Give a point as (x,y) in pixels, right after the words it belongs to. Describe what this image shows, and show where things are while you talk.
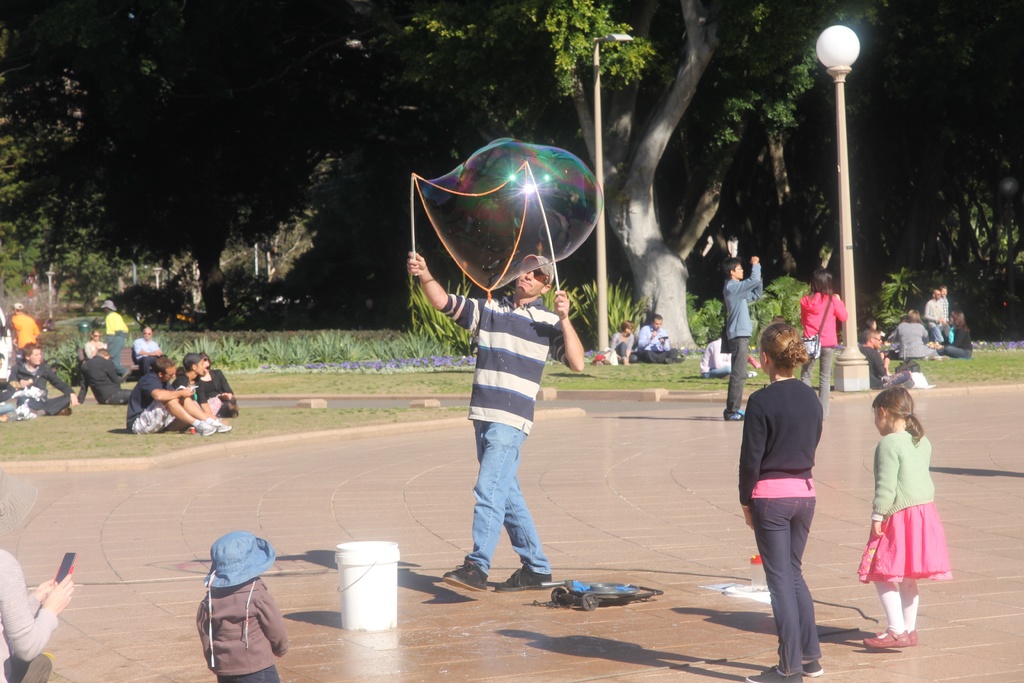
In this picture I can see few people (817,410) standing and few are sitting and I can see a pole light (606,40) and another pole (599,103) on the side and I can see plants (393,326) and a man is making a large water bubble (521,182).
